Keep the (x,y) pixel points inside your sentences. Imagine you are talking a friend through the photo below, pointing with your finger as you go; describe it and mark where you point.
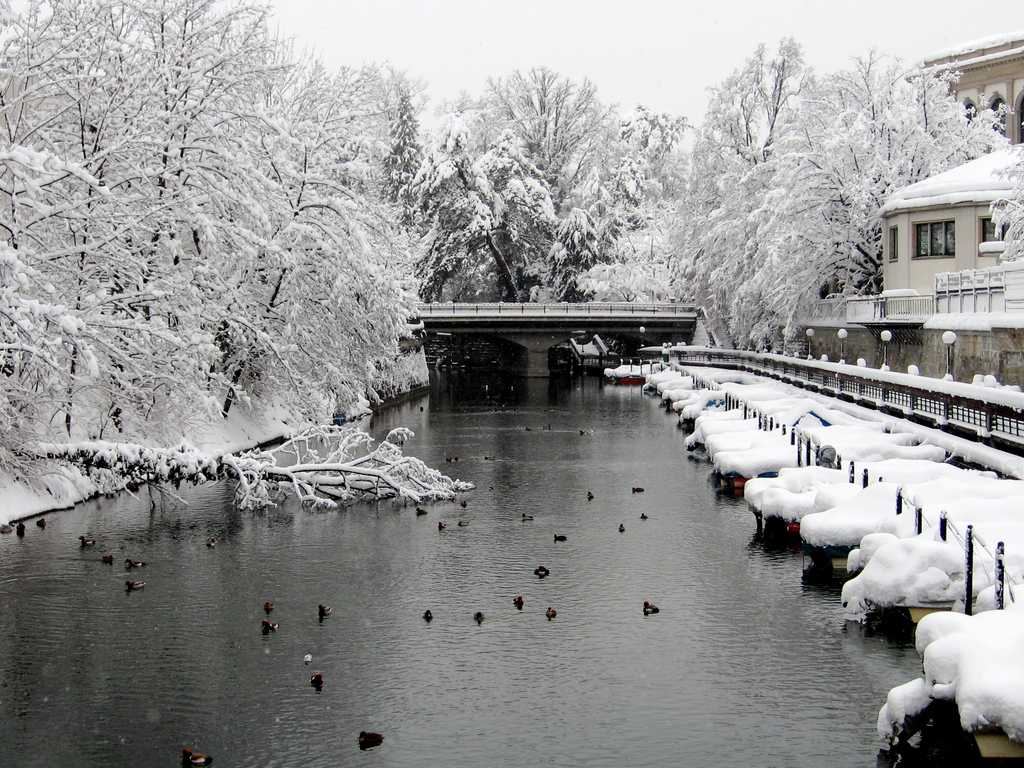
In the center of the image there are birds (307,656) in the water (576,682). On the right side of the image (989,695) there are boats (930,588). There are poles (966,583). There is a metal fence (891,379). There are buildings (894,326). In the center of the image (679,310) there is a bridge (587,313). In the background of the image (576,200) there are trees (629,190) with snow (320,172) on it and there is sky (581,25).
